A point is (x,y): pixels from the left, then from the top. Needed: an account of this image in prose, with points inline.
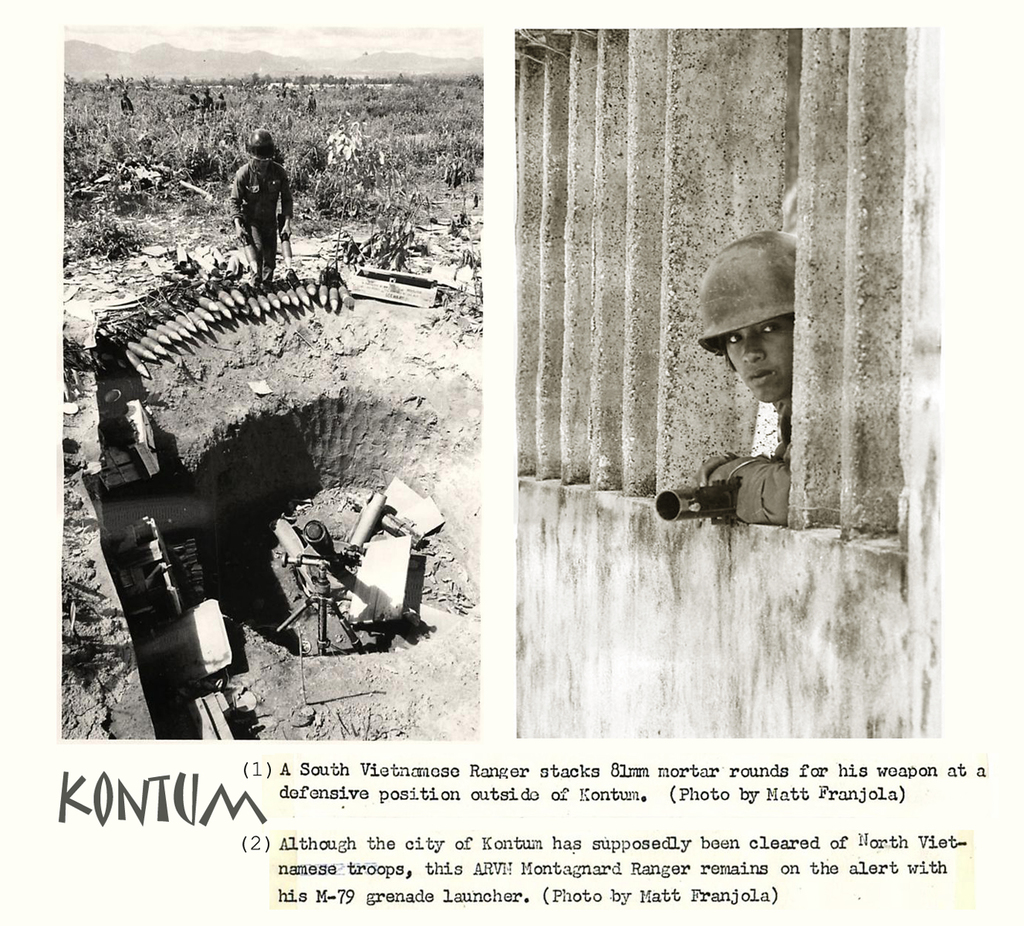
In this image we can see there is a collage picture and some text (569,798) written on it. And at the left side (261,222) there is a person (283,208) standing on the ground (276,311) and holding an object (285,251). And there are some trees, Weapons (303,571) and boards (391,576). And at the back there are mountains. And at the right side (707,328) there is a person (732,478) holding a gun (683,509). And there are a wall (595,651) and pillars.
